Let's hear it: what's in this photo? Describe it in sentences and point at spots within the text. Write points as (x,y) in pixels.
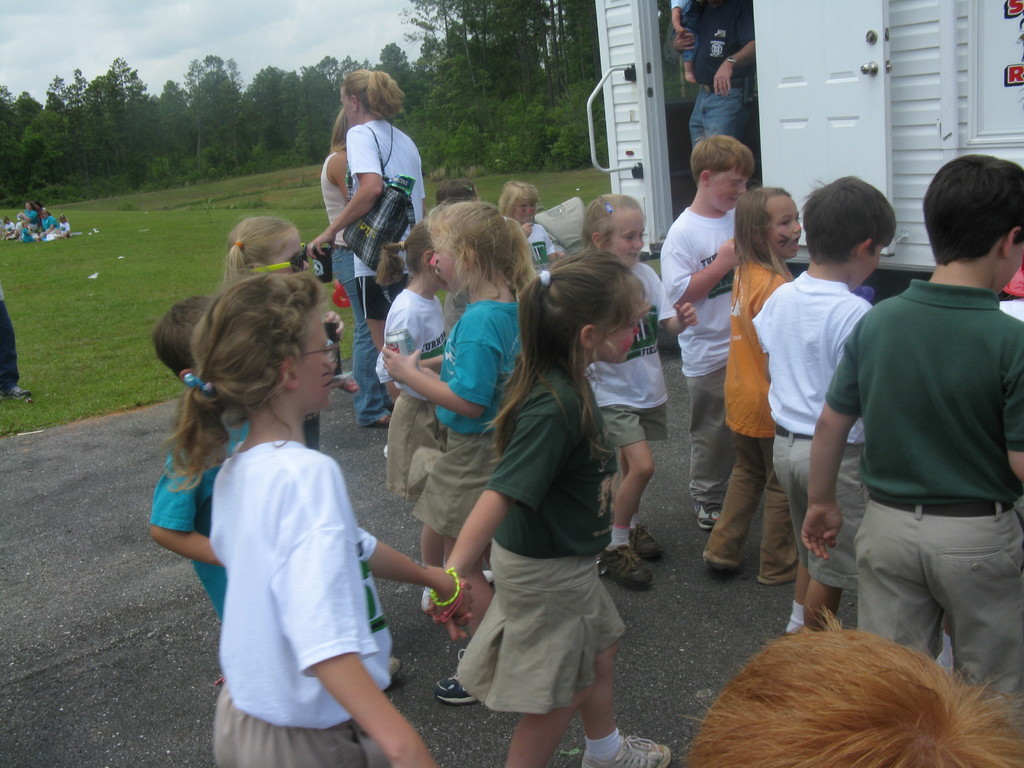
As we can see in the image there are few people (1008,595) here and there, vehicle (787,181), grass (134,394), trees (189,133) and sky (54,65).
